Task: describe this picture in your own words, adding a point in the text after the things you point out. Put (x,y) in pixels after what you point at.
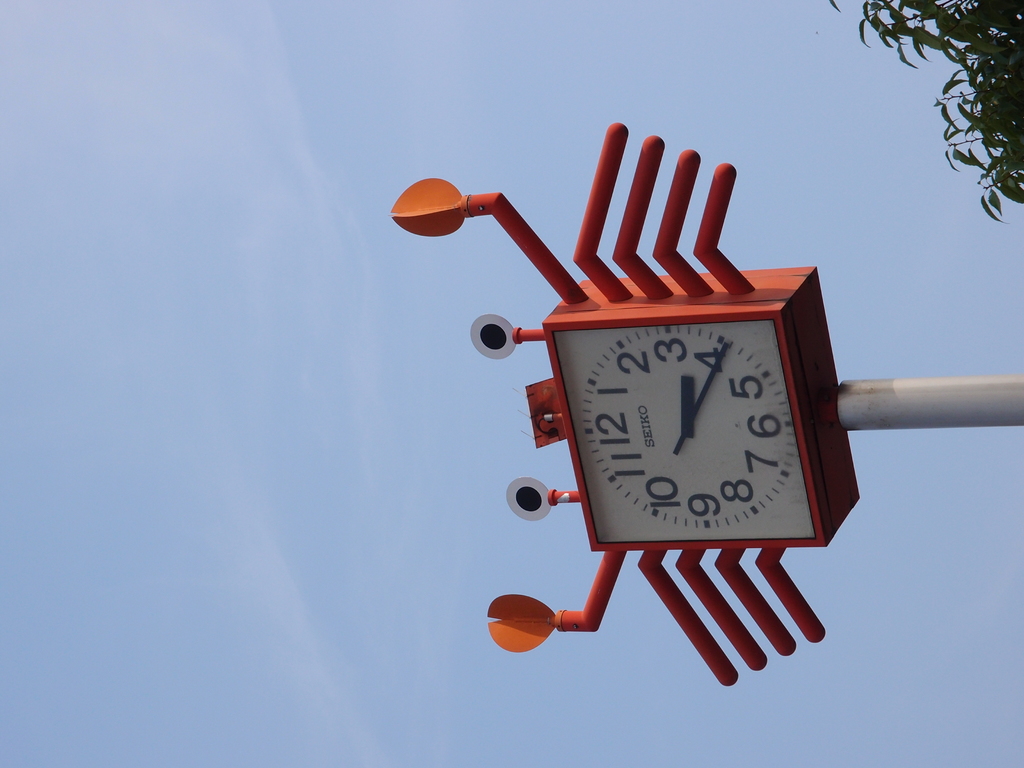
In the image there is a clock (741,485) attached to a pole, beside the pole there are leaves (956,51).
